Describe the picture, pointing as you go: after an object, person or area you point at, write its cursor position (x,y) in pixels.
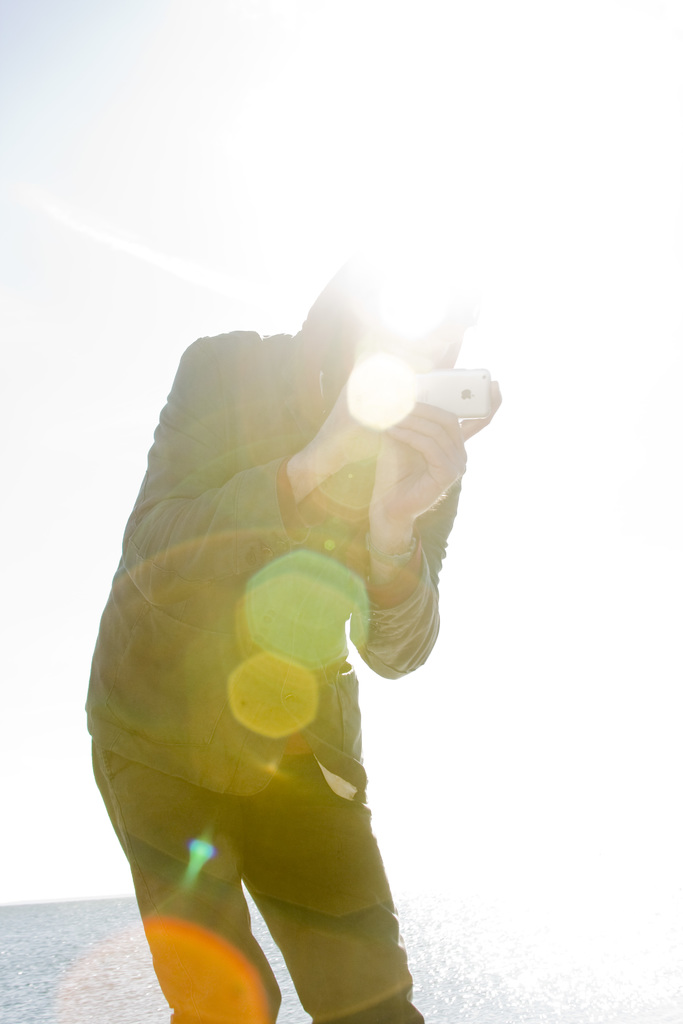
In the image we can see there is a person (296,643) standing and he is holding mobile phone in his hand (383,447). Behind there is water (101,940).
